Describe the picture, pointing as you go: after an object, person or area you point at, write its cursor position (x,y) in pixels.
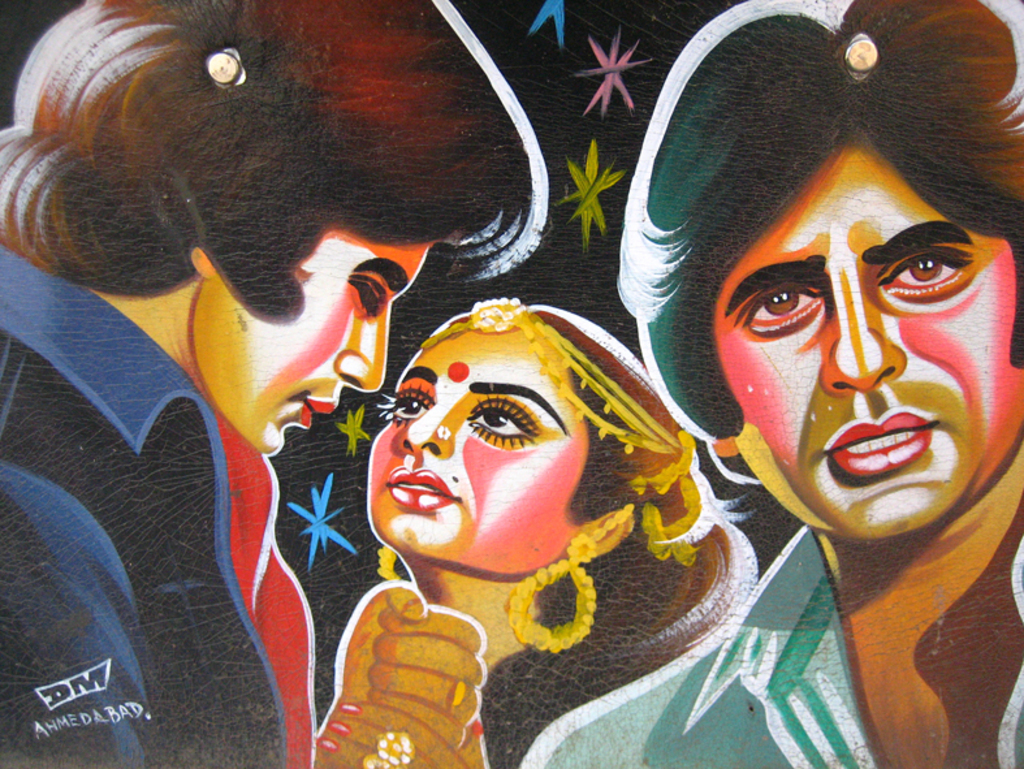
In this picture we can see painting (265,478) of three persons (217,445) and text (91,672).
